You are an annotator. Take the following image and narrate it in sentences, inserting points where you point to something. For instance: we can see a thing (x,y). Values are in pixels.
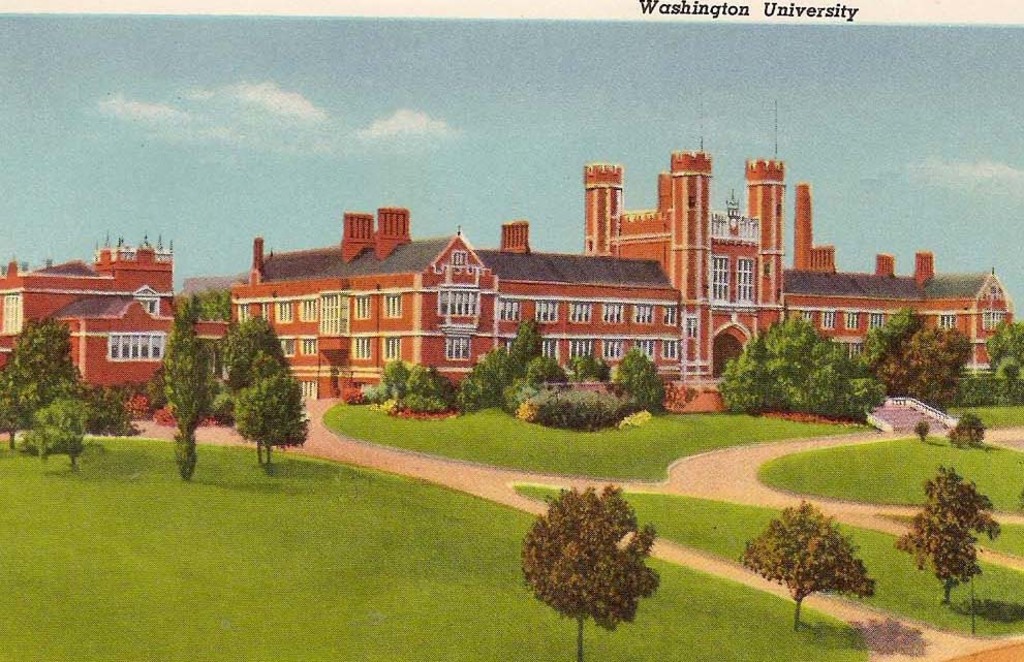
In this picture we can observe some trees (812,352). There is grass (240,541) on the ground (459,482). We can observe a building (499,300) which is in red color. In the background (458,123) there is a sky (327,111).
